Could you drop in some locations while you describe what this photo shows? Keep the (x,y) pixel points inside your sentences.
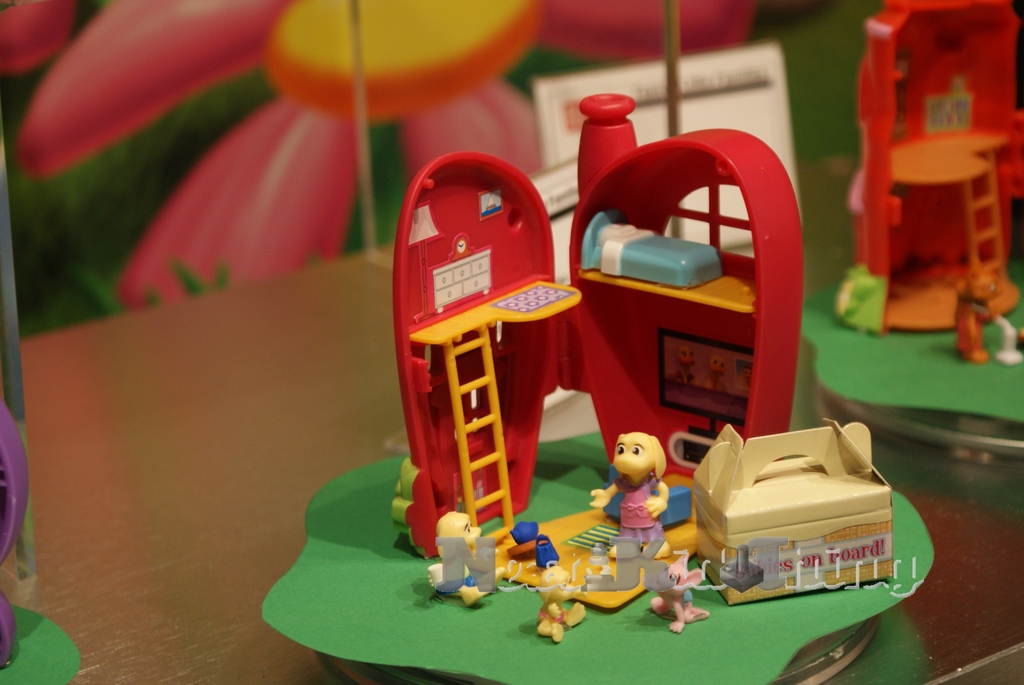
In this picture we can see toys (791,193) and objects (778,195) on the platform (101,664). In the background of the image (227,112) we can see image (413,45) of a flower (246,122).
